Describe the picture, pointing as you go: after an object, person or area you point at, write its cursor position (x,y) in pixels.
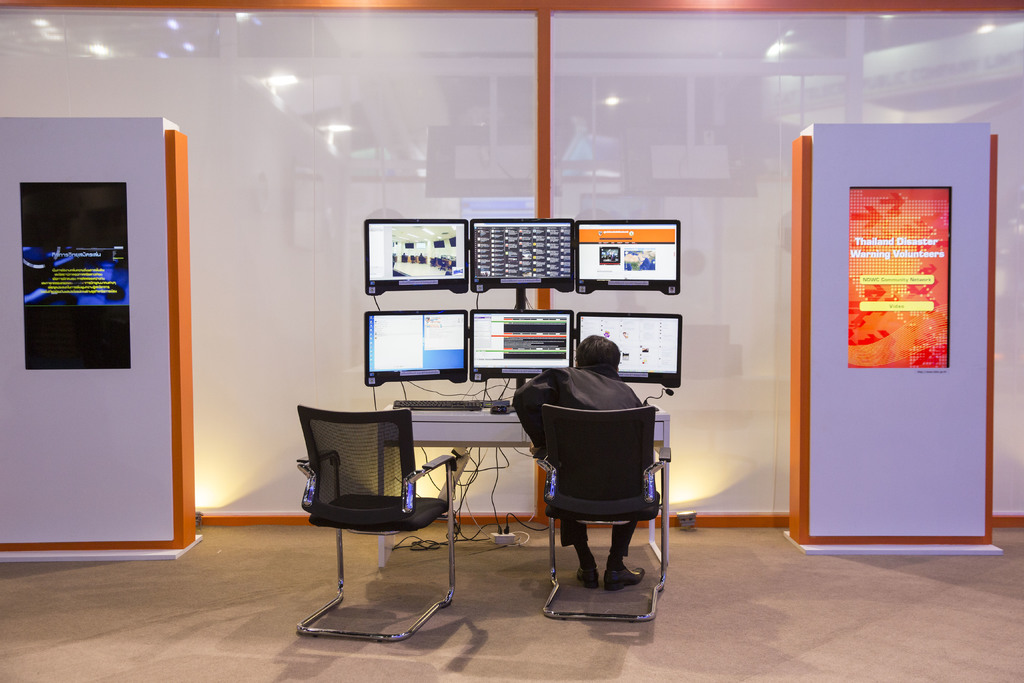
In this image I see a person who is sitting on the chair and I see a chair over here. In the background (1010,43) I see 2 digital boards (189,430), a glass (420,490) and 6 screens (387,374) and a table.
